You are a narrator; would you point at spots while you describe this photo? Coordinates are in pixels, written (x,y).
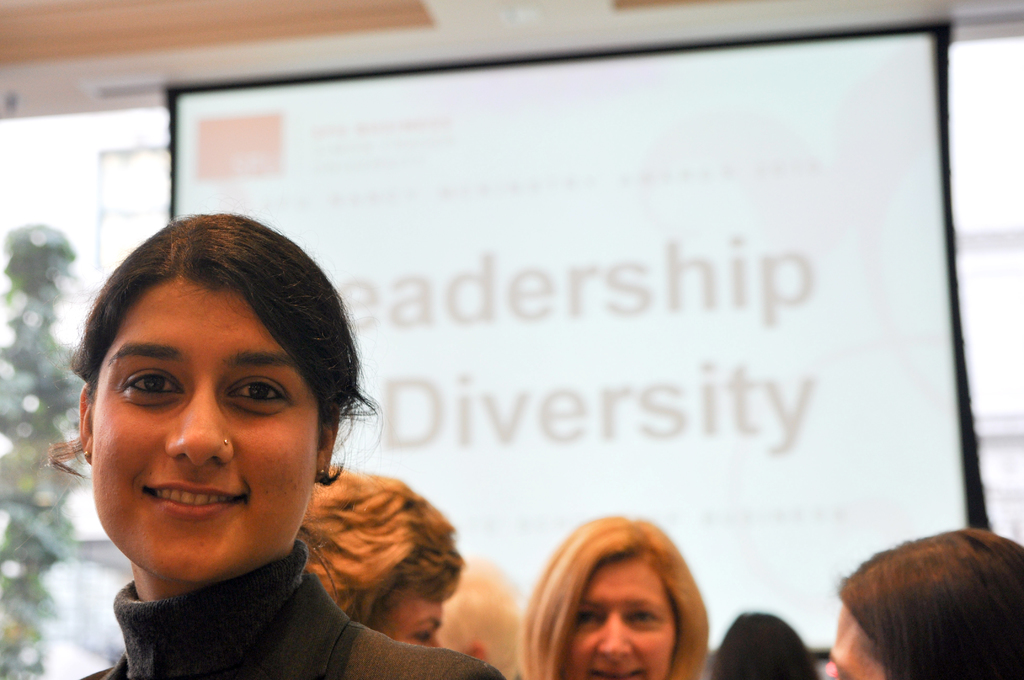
In the picture we can see a woman (219,596) standing and smiling behind her we can see three more woman (948,581) are standing and talking to each other and behind them we can see a screen (452,209) on it we can see a topic about leadership diversity and beside the screen (444,219) we can see some plant (40,317) near the wall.
